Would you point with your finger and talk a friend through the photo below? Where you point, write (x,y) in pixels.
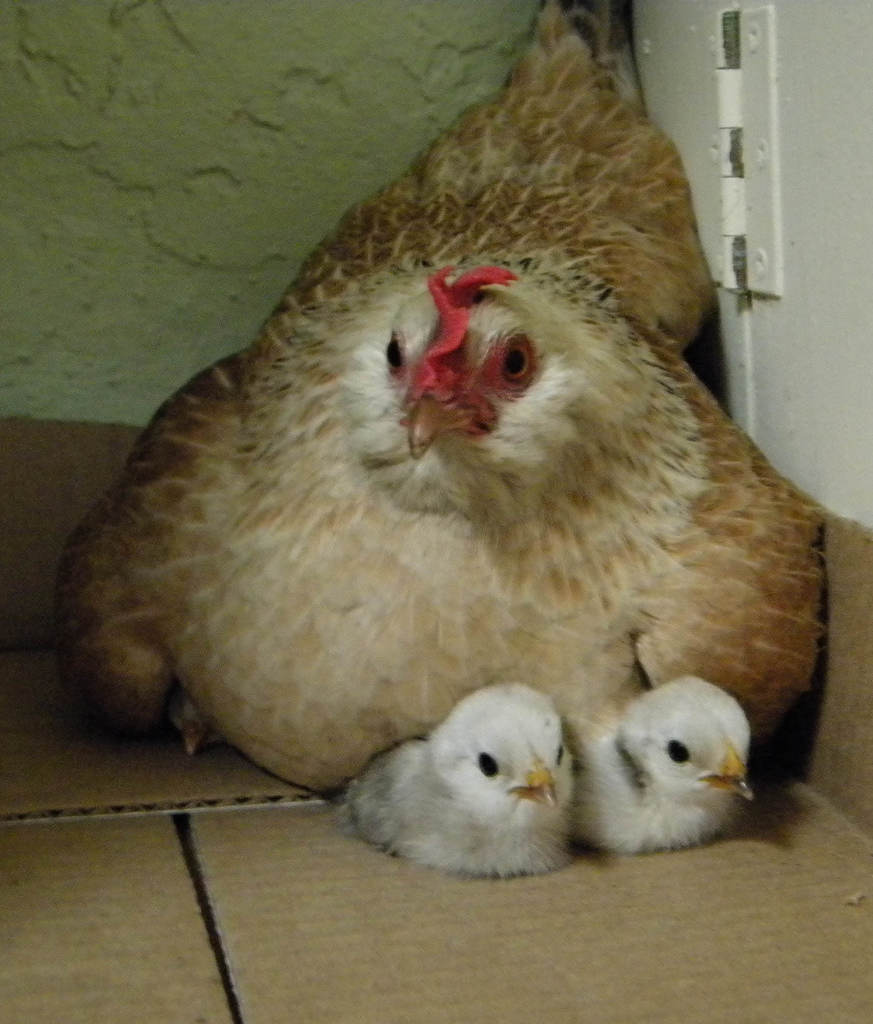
In this picture we can see hen (420,528) and chicks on cardboard sheets (34,848) and wall (450,97).
